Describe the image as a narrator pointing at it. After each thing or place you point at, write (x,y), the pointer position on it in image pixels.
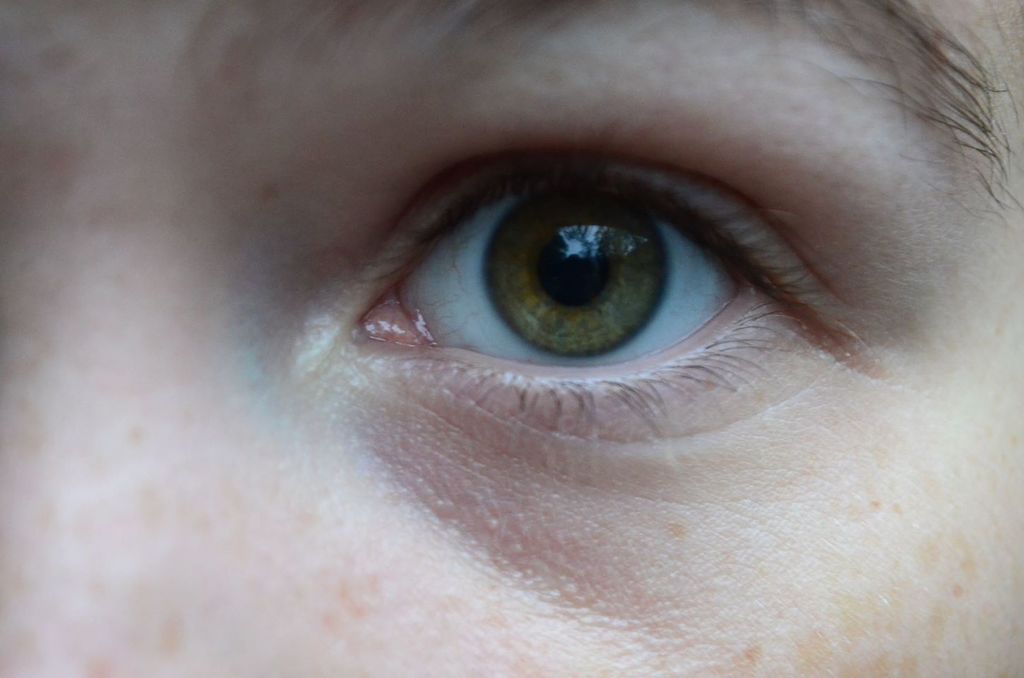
In this image, I can see a person's eye (626,290) and an eyebrow (969,87).
